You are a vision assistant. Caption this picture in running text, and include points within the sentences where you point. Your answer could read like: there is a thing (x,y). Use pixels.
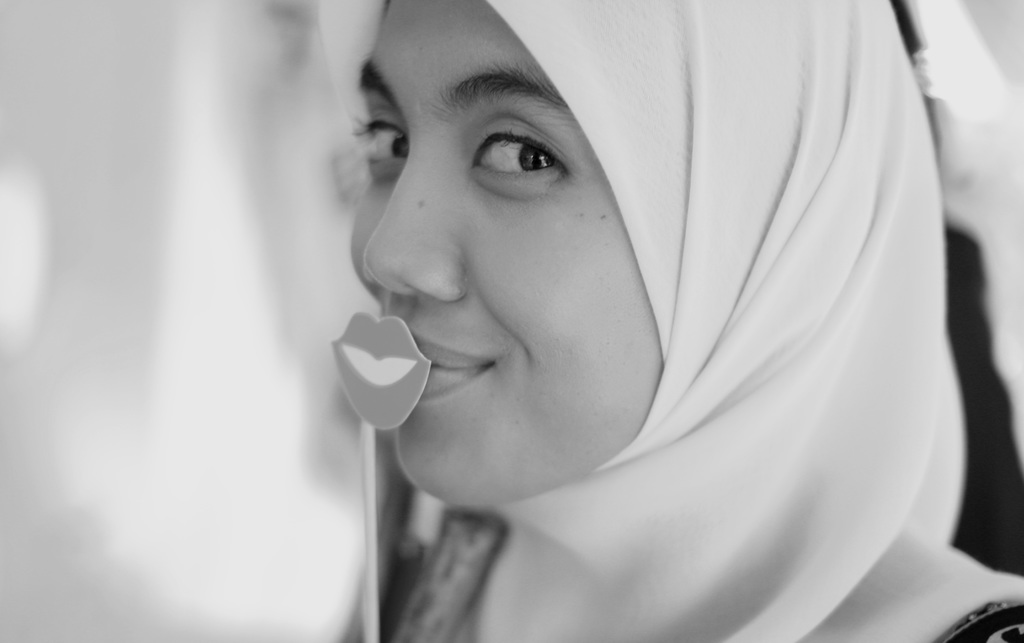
In this picture we can see a person (397,277) holding a booth prop stick (383,404) and smiling. Background (325,381) is blurry.
